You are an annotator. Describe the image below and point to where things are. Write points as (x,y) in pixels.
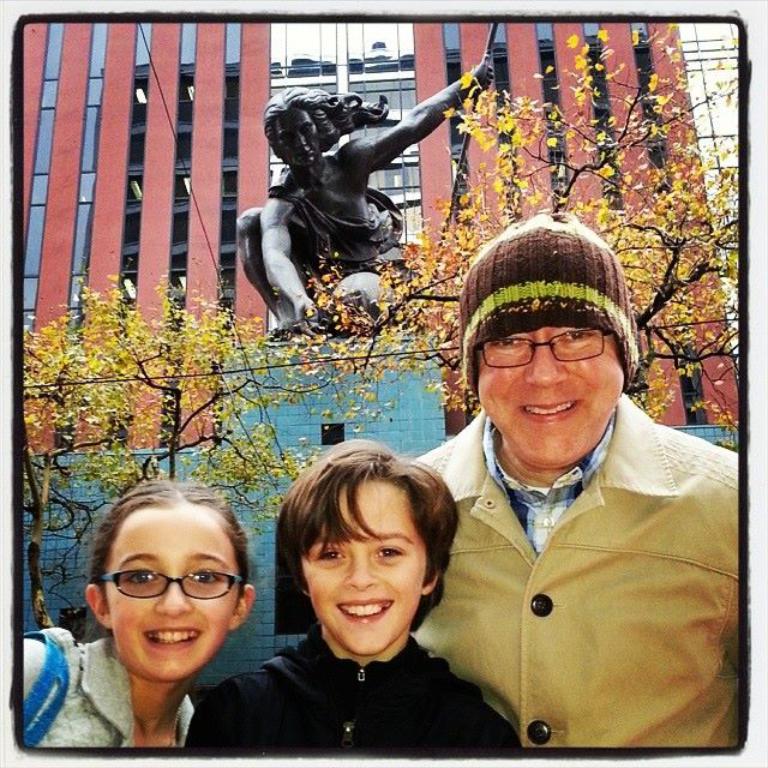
In this image, we can see three persons (457,612) are smiling and watching. In the background (737,432), we can see trees (603,223), statue (371,226), building (563,167), walls (543,174) and glass objects (725,48).
